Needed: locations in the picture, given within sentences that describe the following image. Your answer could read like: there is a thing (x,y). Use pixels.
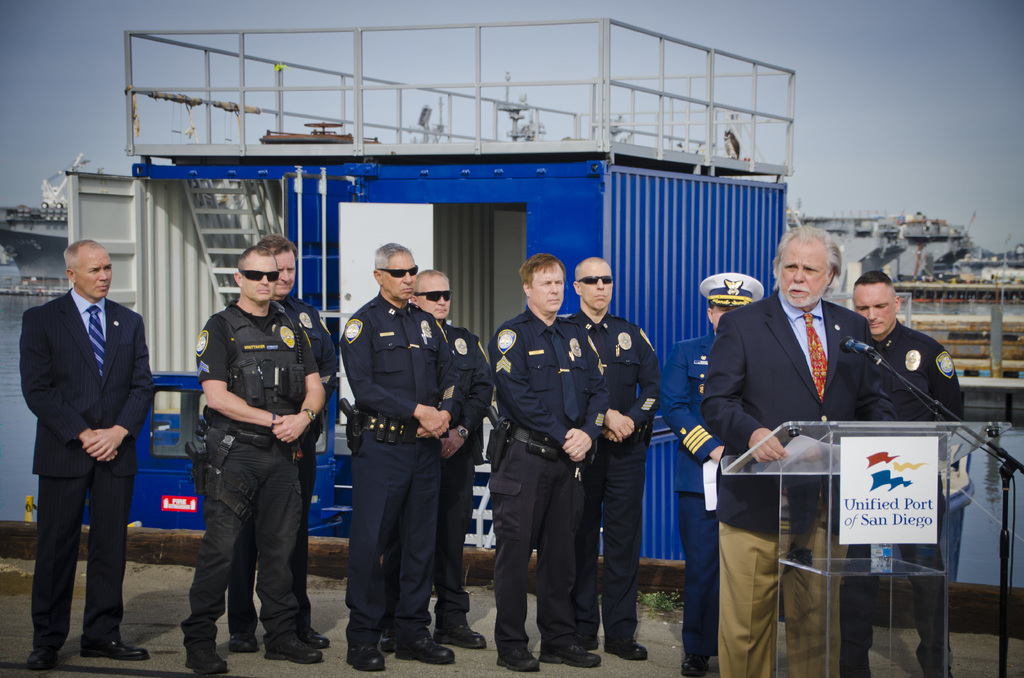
In this image we can see few people (392,458) standing on the ground (494,617), a person (728,566) is standing near the podium (827,526) and holding a paper (802,457), there is a board (874,532) attached to the podium (840,455) and a mic (881,358) beside the podium (948,422), in the background (337,218) there is a blue color object (435,229) looks like a container (412,233), there are few ships (21,231) on the water (14,449) and a bridge (955,323) and the sky (771,104).
